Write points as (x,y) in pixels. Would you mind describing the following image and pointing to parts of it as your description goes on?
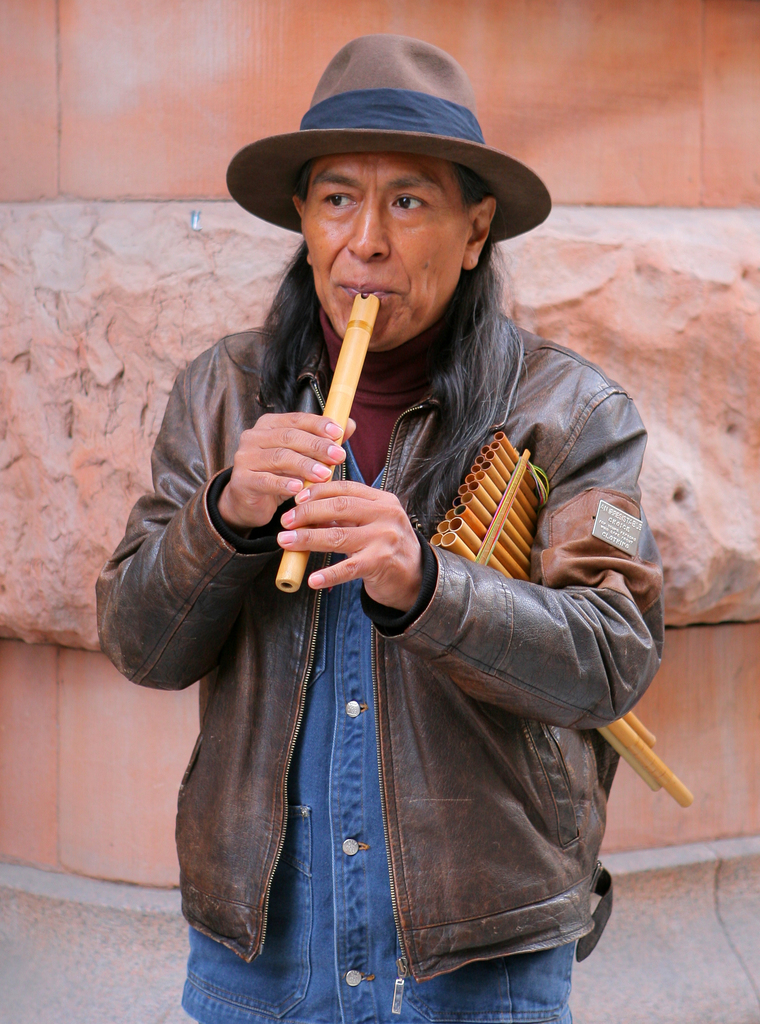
In this picture is a man (401,582) playing a flute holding with his both hands (336,443) is wearing a cap (344,63).
